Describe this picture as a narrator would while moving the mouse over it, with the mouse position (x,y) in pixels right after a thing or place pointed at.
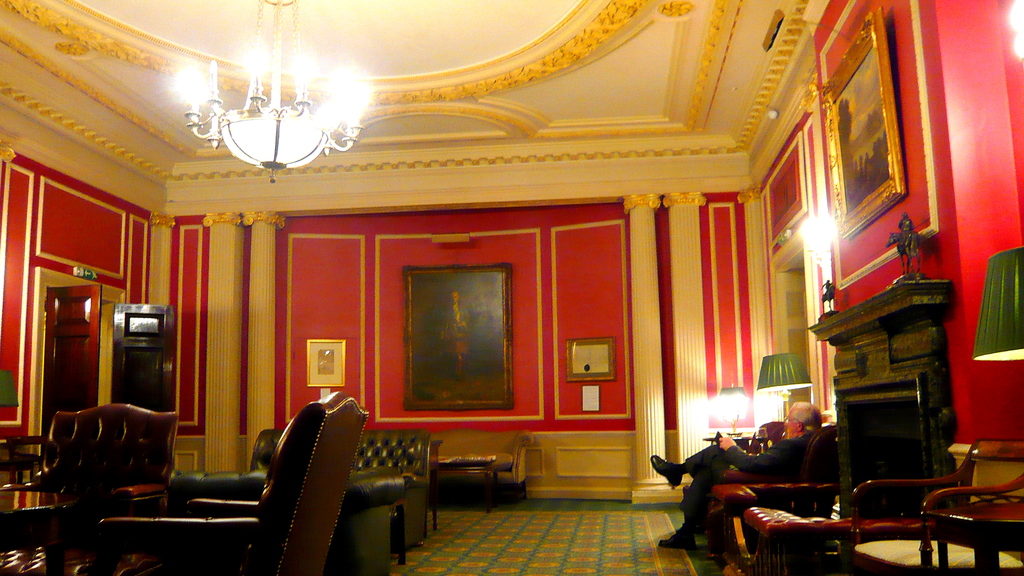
In the right bottom (813,428), a person (803,460) is sitting on the chair (833,468), who is wearing a suit (744,455). A roof top (571,99) is yellow in color, on which chandelier (243,129) is hanged. The background walls (701,158) are yellow and red in color on which photo frame (412,311) is mounted. On the floor (457,563) at the bottom (412,441) there are sofas (416,491) and chairs (323,473) kept. This image is taken inside a room (287,223).
